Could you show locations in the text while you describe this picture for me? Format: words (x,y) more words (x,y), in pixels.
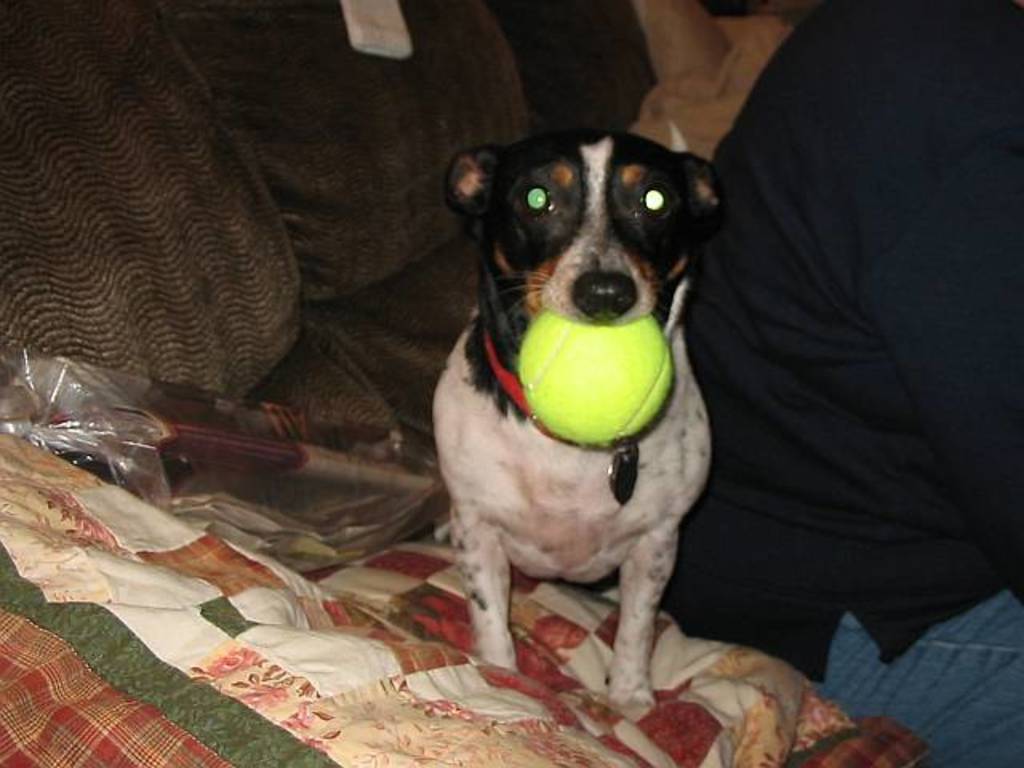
In this picture I can see there is a dog (635,501) sitting on the couch (416,707), it is holding a ball (599,341) in its mouth (591,322) and there is a person (816,425) next to the dog (682,380). The dog (642,489) is having a belt (488,344) and there is a locket (630,459).
